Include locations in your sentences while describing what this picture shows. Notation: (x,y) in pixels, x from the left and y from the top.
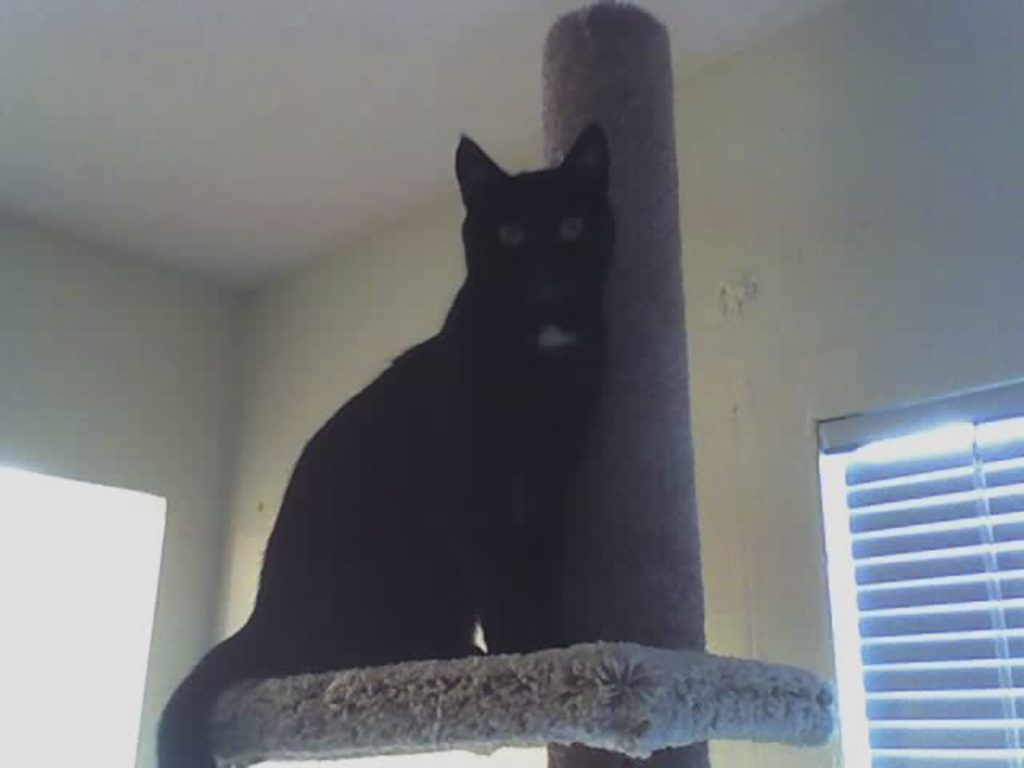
In this picture we can see a cat (339,497) on the platform (479,701) and in the background (340,334) we can see a wall (340,334), pillar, roof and a window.
